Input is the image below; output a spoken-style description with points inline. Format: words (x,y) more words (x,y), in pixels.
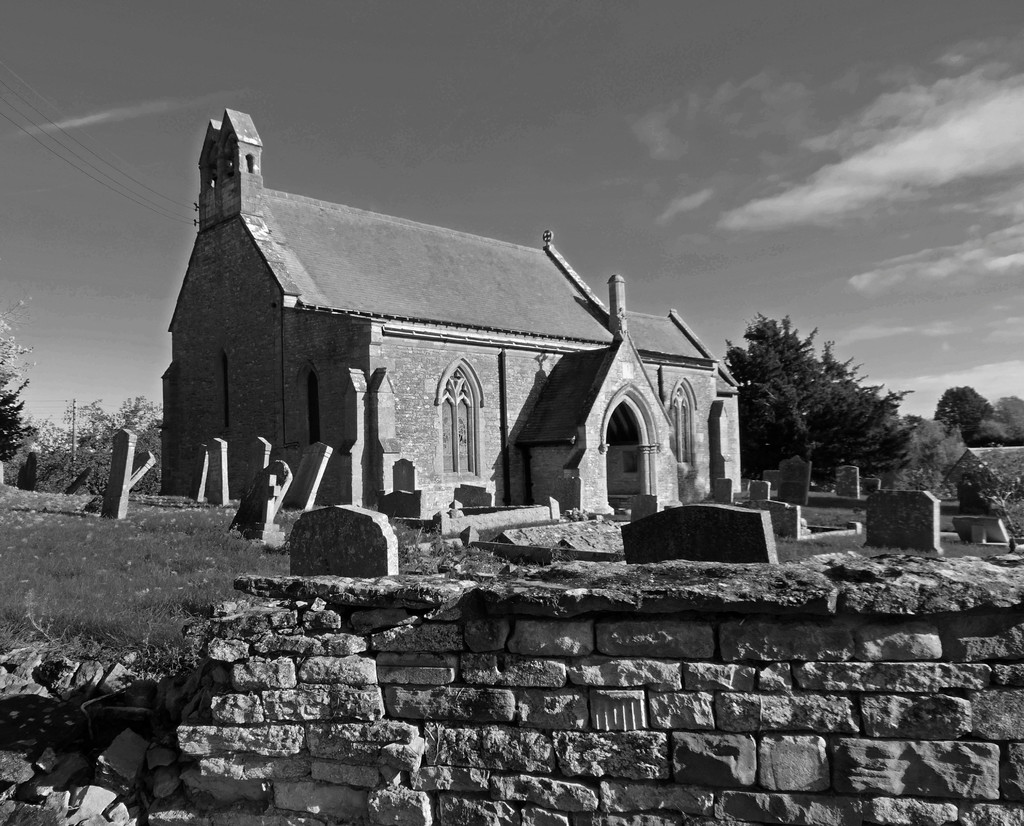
It is a black and white image. In this image in front (549,680) there are rocks (717,584) and we can see grass (167,568) on the surface (121,578). On the backside (285,393) there is a building (455,319). In the background (825,483) there are current pole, trees (923,433) and sky (847,277).
